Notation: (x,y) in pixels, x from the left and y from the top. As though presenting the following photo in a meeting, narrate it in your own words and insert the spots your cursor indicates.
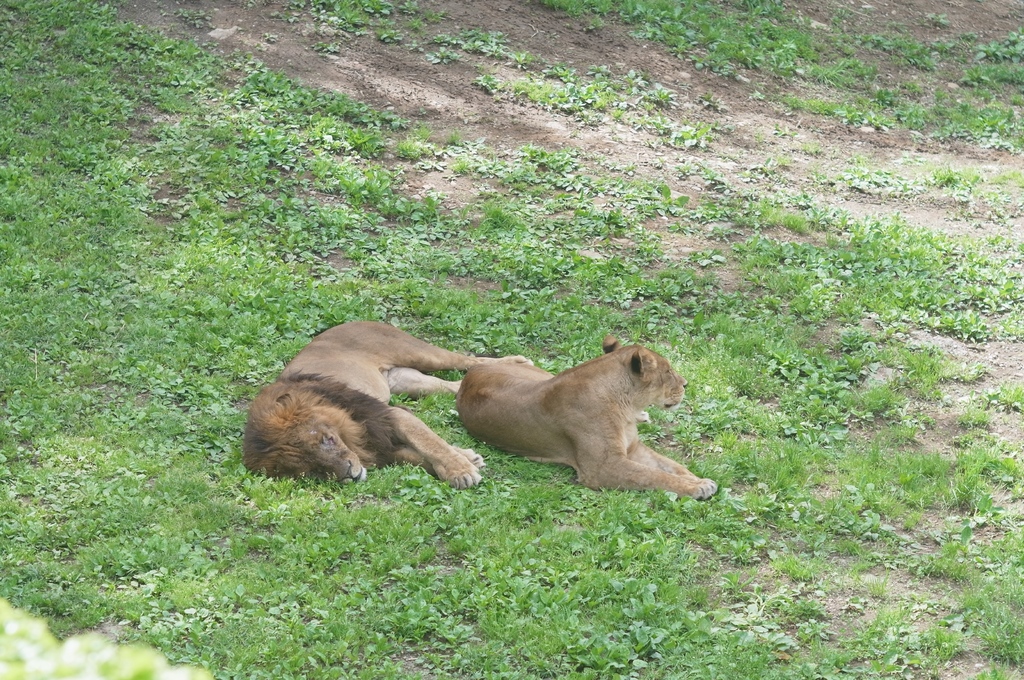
In this image we can see two animals (527,418) lying on the ground (486,486).
